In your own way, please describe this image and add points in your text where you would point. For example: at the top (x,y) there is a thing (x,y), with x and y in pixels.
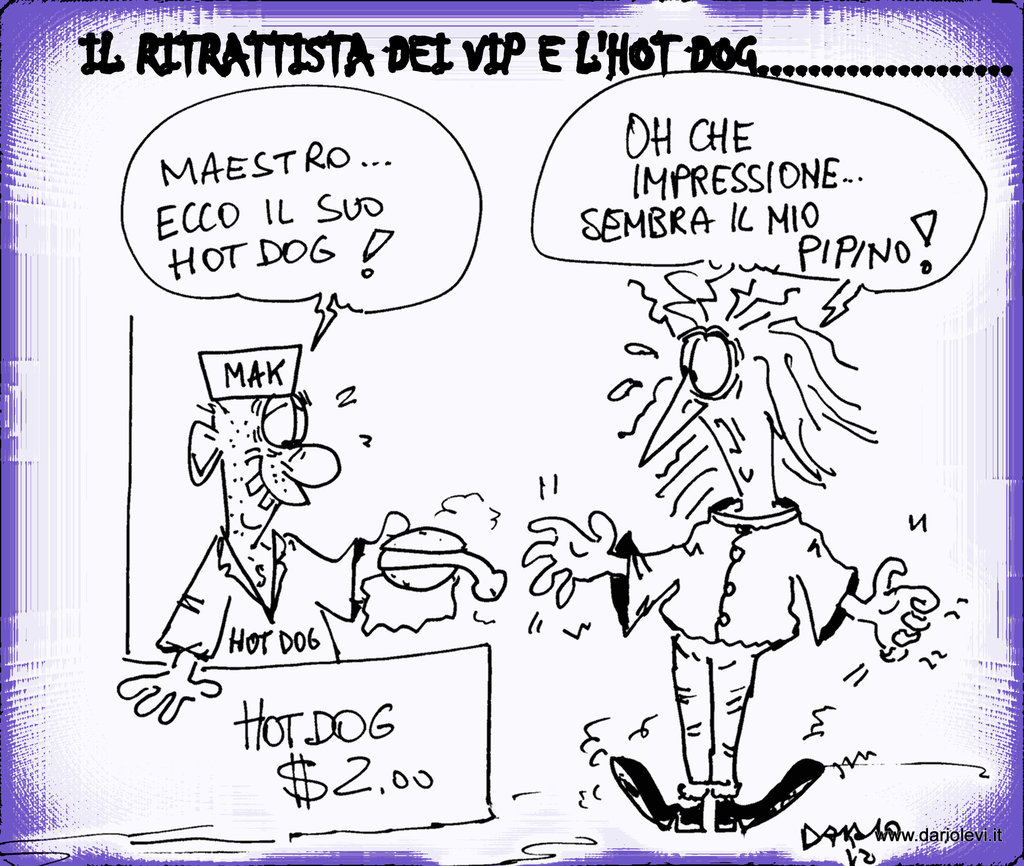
In this image there are some texts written on it and there are drawing images (680,593).
